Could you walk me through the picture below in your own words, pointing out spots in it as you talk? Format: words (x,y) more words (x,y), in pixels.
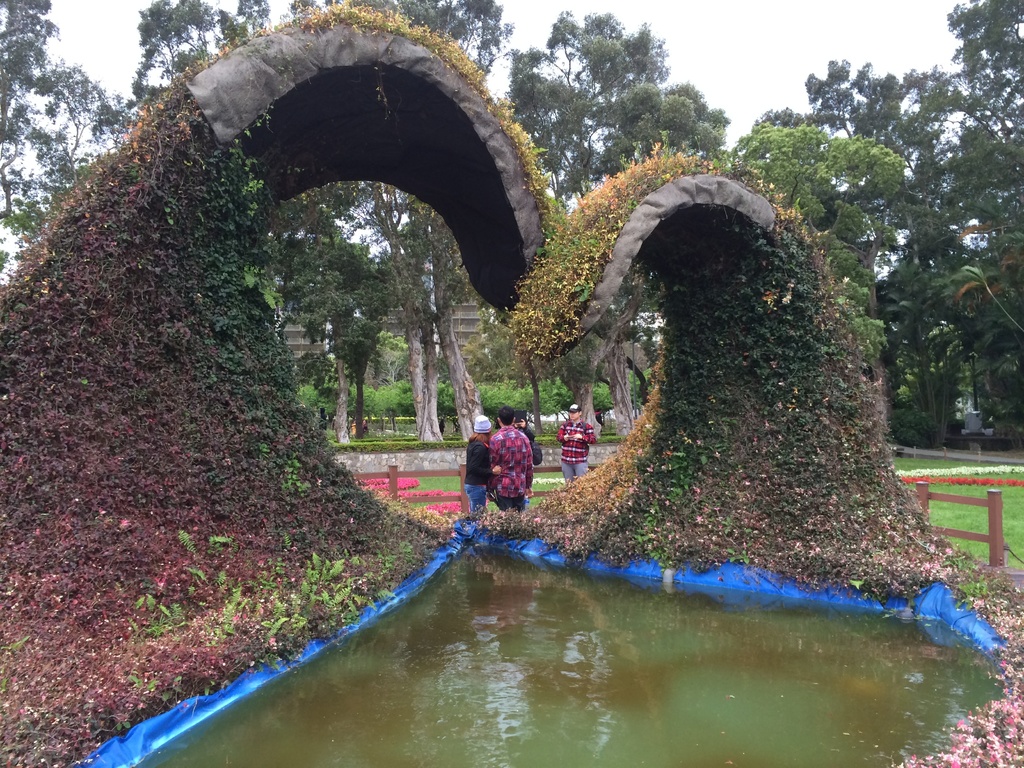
This image is taken outdoors. At the top of the image (784,56) there is the sky (767,109). In the background (933,365) there are many trees (896,317) and plants (476,347) with leaves (857,182), stems (923,393) and branches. There is a ground (991,466) with grass (1012,511) on it. A few people (502,462) are standing on the ground (449,477). In the middle of the image (680,297) there is a heart shaped sculpture (615,289) covered with leaves (208,258) and flowers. At the bottom of the image (458,706) there is a pond (716,701) with water (529,681).
